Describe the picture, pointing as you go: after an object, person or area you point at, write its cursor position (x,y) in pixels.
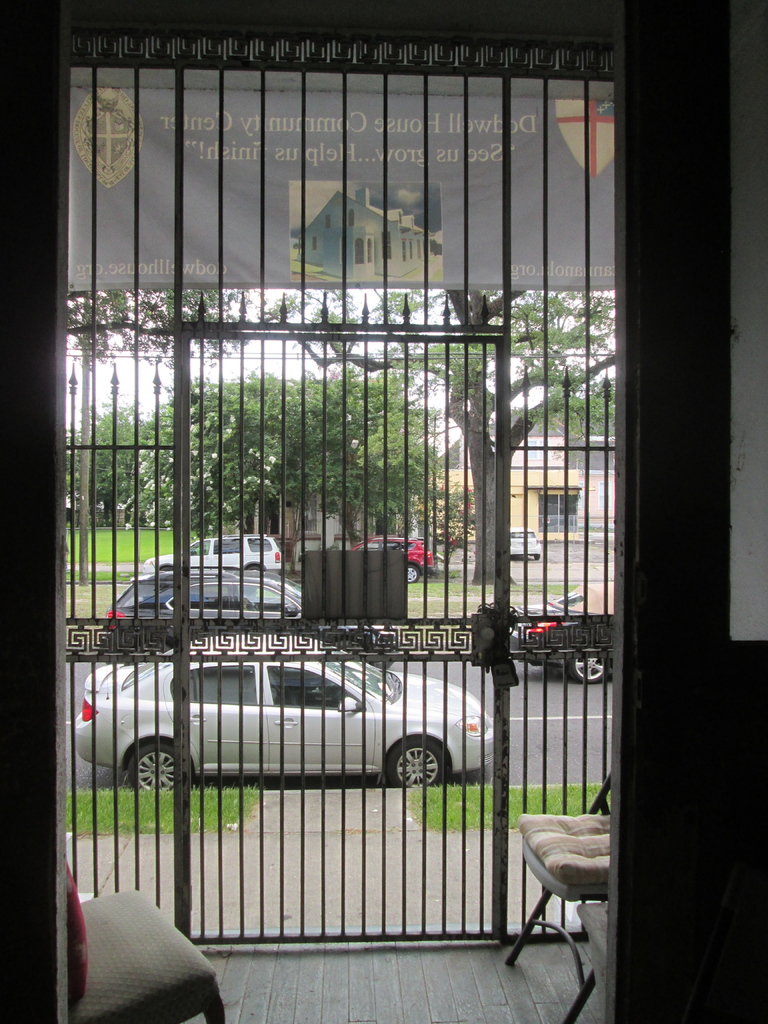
In this picture we can see chairs (605,875) on the floor (262,985), gate (177,761), banner (371,223), vehicles (356,708) on the road (581,687), grass (144,555), trees (453,530), shed (516,482) and some objects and in the background (170,376) we can see the sky (294,347).
